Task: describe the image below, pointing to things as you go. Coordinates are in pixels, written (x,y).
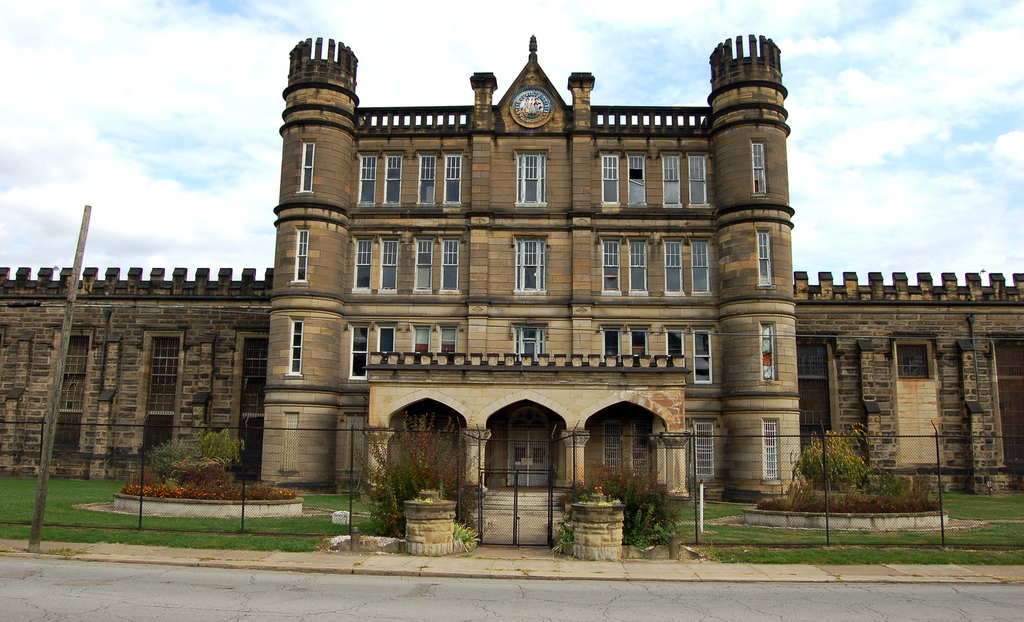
At the bottom of this image (456,621), there is a road (118,592). Beside this road (481,618), there is a footpath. Beside this footpath (74,556), on which there is a pole (41,502). In the background (55,451), there is a fence (560,516), there are plants (442,479), buildings (796,339) and grass (960,500) on the ground (995,509) and there are clouds (270,141) in the sky (325,26).
